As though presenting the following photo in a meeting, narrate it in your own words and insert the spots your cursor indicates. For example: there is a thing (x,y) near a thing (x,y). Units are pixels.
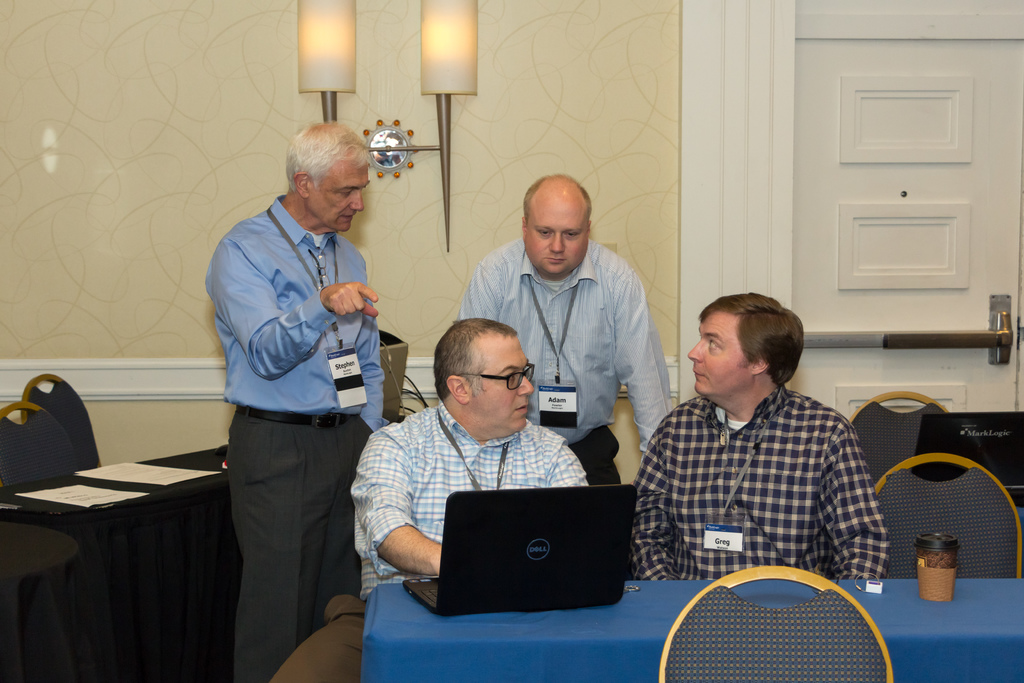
There is room (57,542) with tables (1,644) and chairs (35,427) two men (637,496) sitting in the chairs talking with each other one of them is operating laptop (504,563) and other man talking with the two man (602,302) standing at the back of them. At one corner of the room (1007,344) there is a door (960,112) for the exit and in front of that on the other table (123,489) there are some papers (90,491) placed on it.
